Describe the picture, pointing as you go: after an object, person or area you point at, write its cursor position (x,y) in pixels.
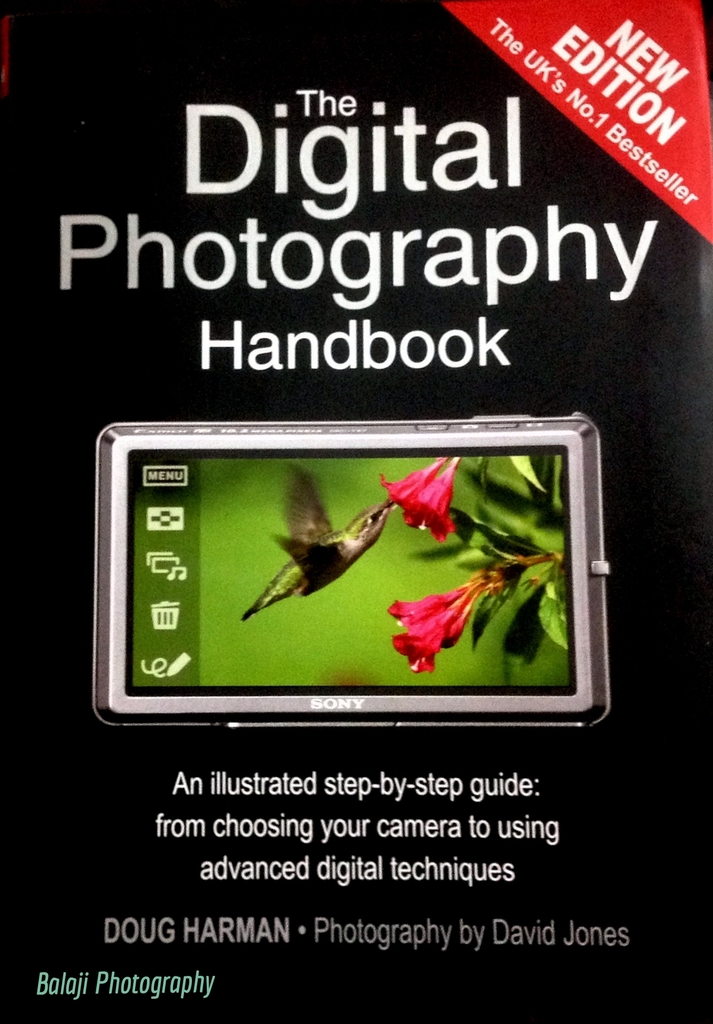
It is the cover page of the book. In this image we can see that there is a bird (355,551) which is eating the pollen grains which are in the flower (414,485).
